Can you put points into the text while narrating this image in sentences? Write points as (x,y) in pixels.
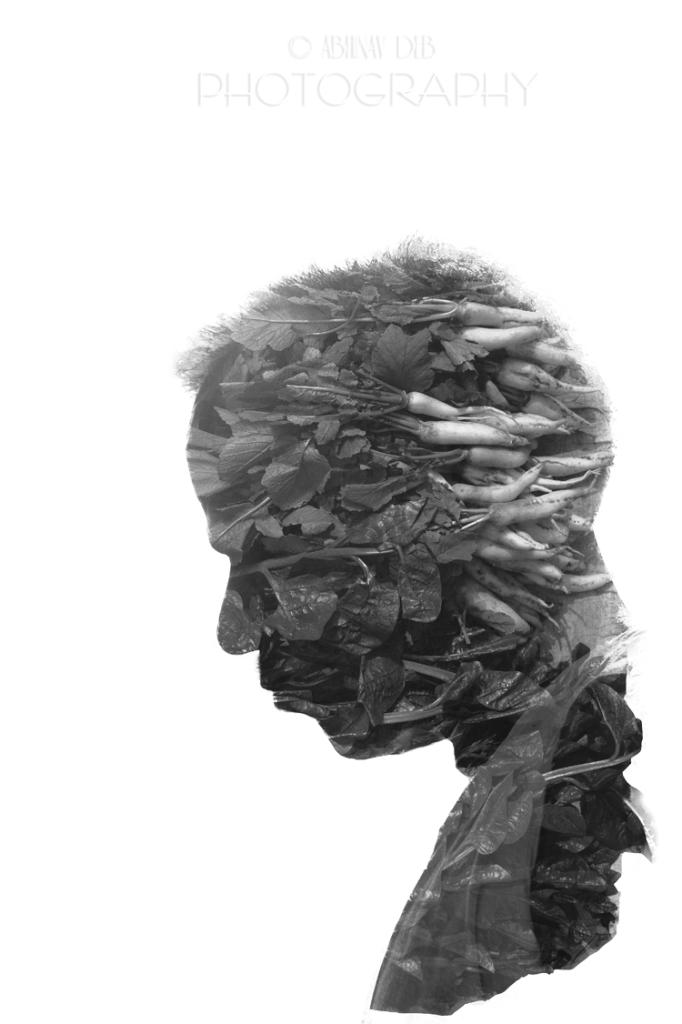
This is a photography of a man (390,652) using vegetables (389,524) and on the top of the image (243,94), we can see a text (376,83) written.
